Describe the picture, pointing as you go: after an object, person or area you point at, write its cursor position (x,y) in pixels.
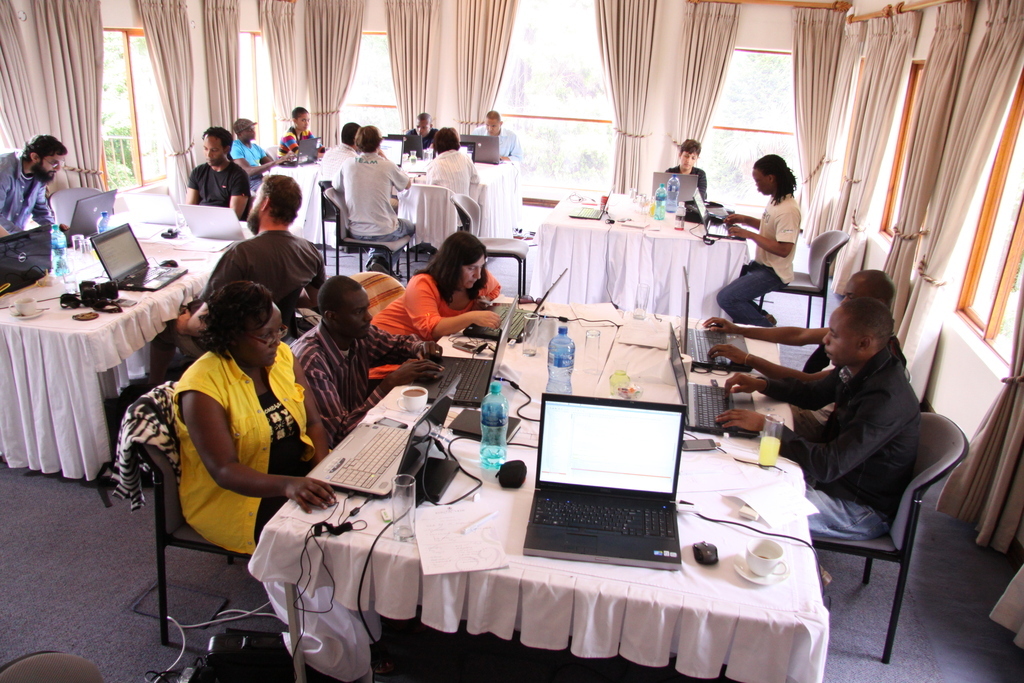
people (347,408) are seated on the chairs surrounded by tables (564,226). on the table (502,543) there is laptop (588,516), power (344,523), cable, cup (778,553), saucer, glass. behind them there are windows (528,70) and curtains (954,151).
